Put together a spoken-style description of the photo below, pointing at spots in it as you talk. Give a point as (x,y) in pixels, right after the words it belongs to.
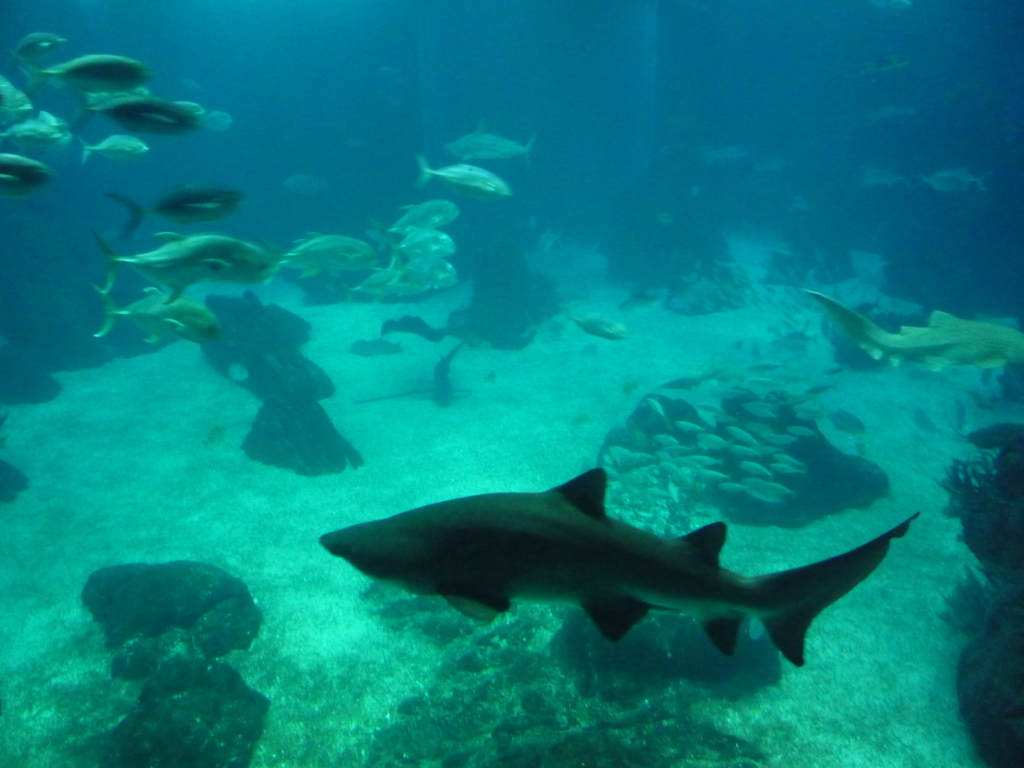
In this picture we can see the group of fishes (141,149) and some marine creatures (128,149) swimming in the water (75,101) and we can see the rocks (314,472) and some other objects (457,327).
